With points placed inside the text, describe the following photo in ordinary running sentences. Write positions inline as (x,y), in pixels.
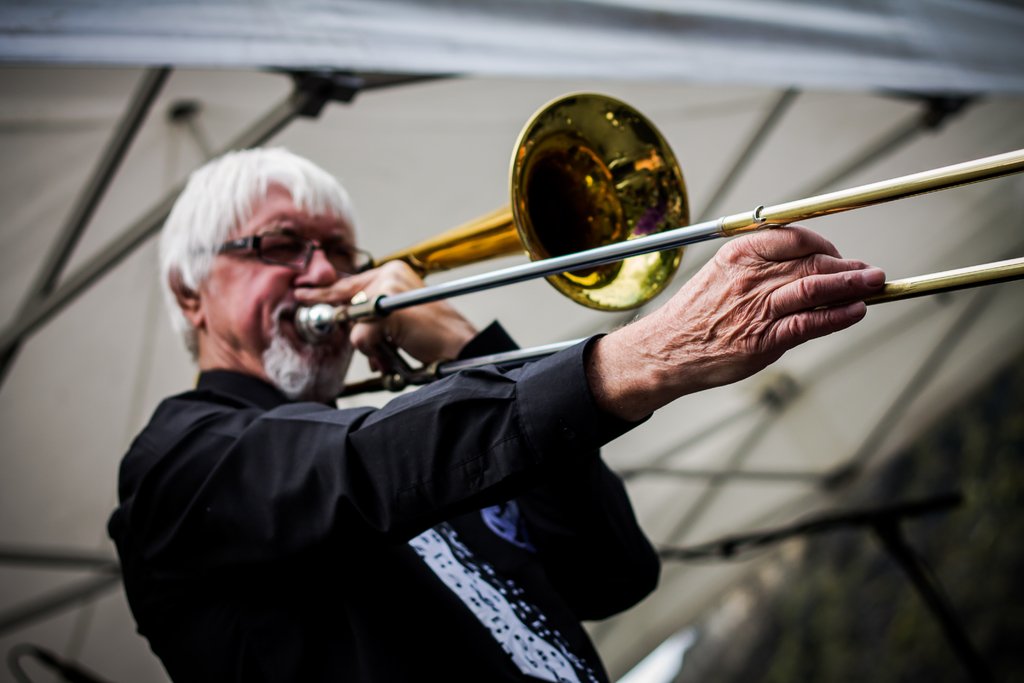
This picture shows a man (527,376) standing and playing a trombone (570,288) and he wore spectacles (257,238) on his face (319,277) and we see a tent (547,21).
